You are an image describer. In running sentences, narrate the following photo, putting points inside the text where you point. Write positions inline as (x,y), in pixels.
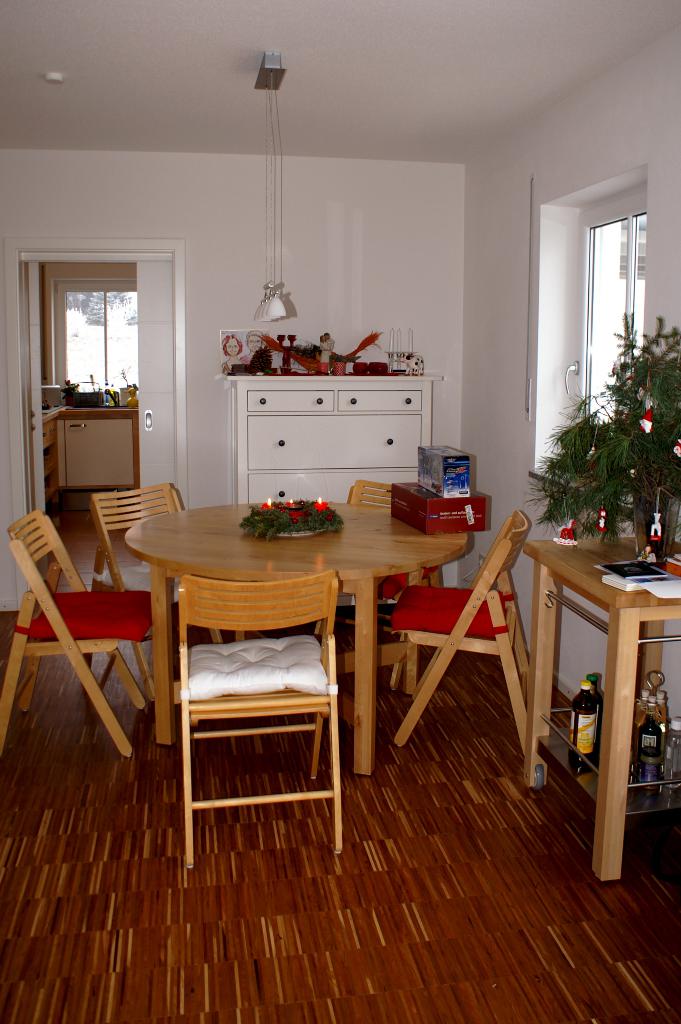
In the picture I can see chairs (493,583), tables (304,560) which has boxes (448,529) and some other objects (297,525) on them. In the background (188,416) I can see a cupboard (249,453), a door (169,412), lights (273,181) on the ceiling (303,82), windows (578,306), walls (261,227) and some other objects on the floor (54,696). This is an inside view of a room (256,696).
